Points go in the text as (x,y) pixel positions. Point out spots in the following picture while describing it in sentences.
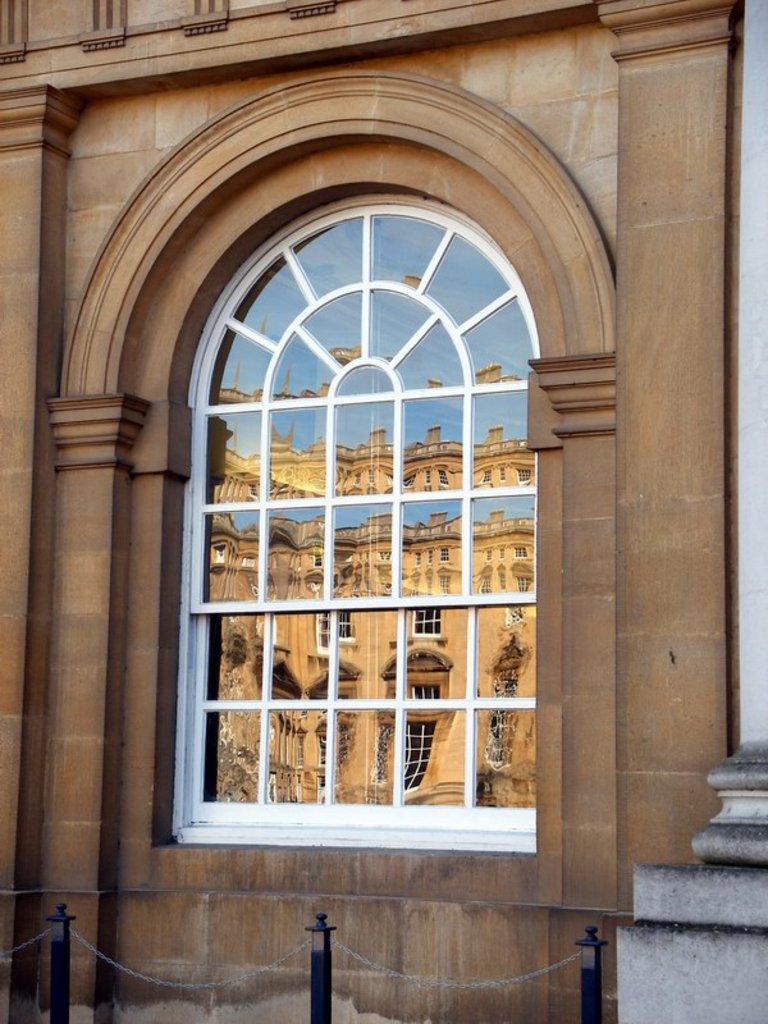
In this image, we can see a wall (539,458), glass window (464,681). At the bottom (589,1016), there are few poles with chains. On the glass (301,737), we can see some reflections (416,674). Here we can see a building (429,638), walls (461,653), windows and sky (423,358).
